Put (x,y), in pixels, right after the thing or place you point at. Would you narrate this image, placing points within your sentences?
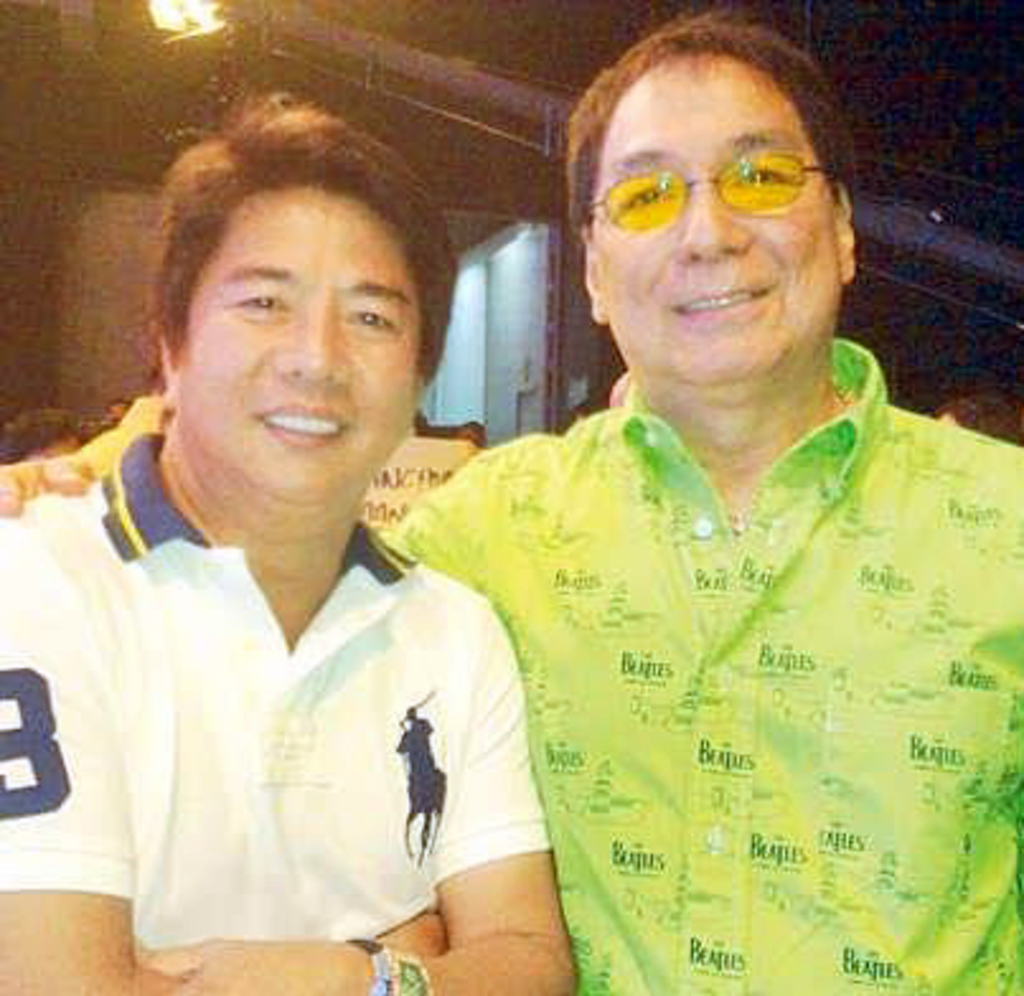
In this image, we can see people (490,481) and one of them is wearing glasses (753,201). In the background (504,101), there is a light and we can see some rods (910,221).
